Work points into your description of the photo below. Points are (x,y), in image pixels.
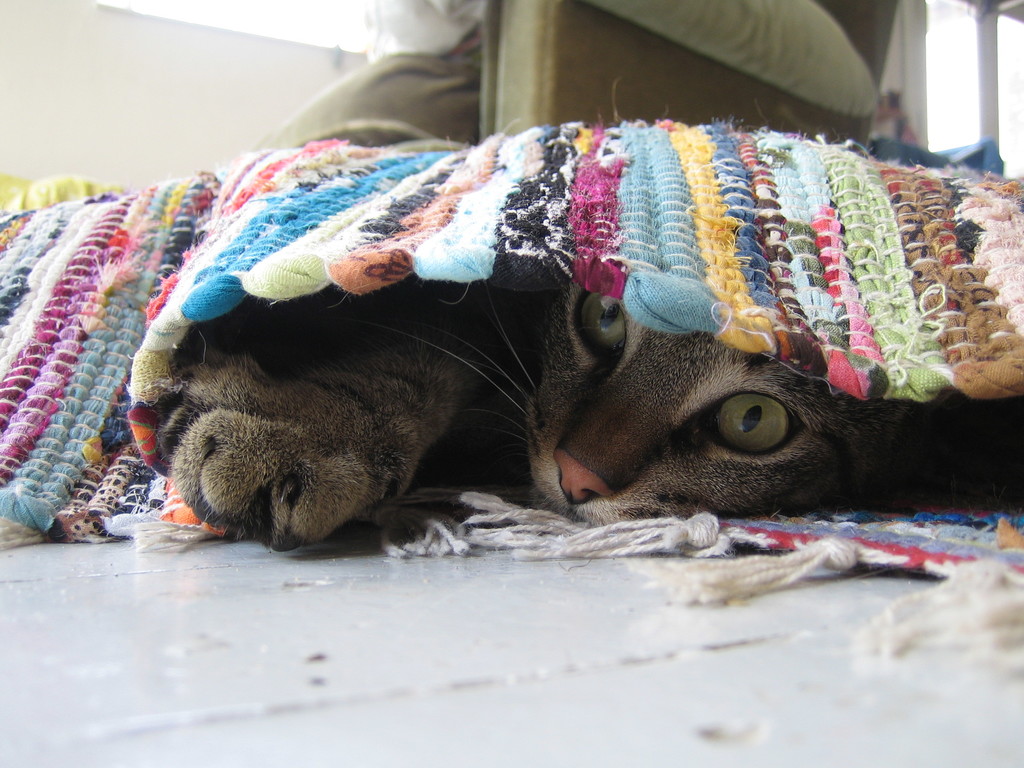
This image is taken indoors. At the bottom of the image (438,656) there is a floor (352,616) and there is a mat (904,530) on the floor (435,636). In the background (387,57) there is a wall (271,47) and a person (441,85) is sitting on the chair (610,41). There is a window (956,80). In the middle of the image (348,411) a cat (315,377) is lying on the mat (807,536) and there is a mat (123,284) on the cat (234,429).
